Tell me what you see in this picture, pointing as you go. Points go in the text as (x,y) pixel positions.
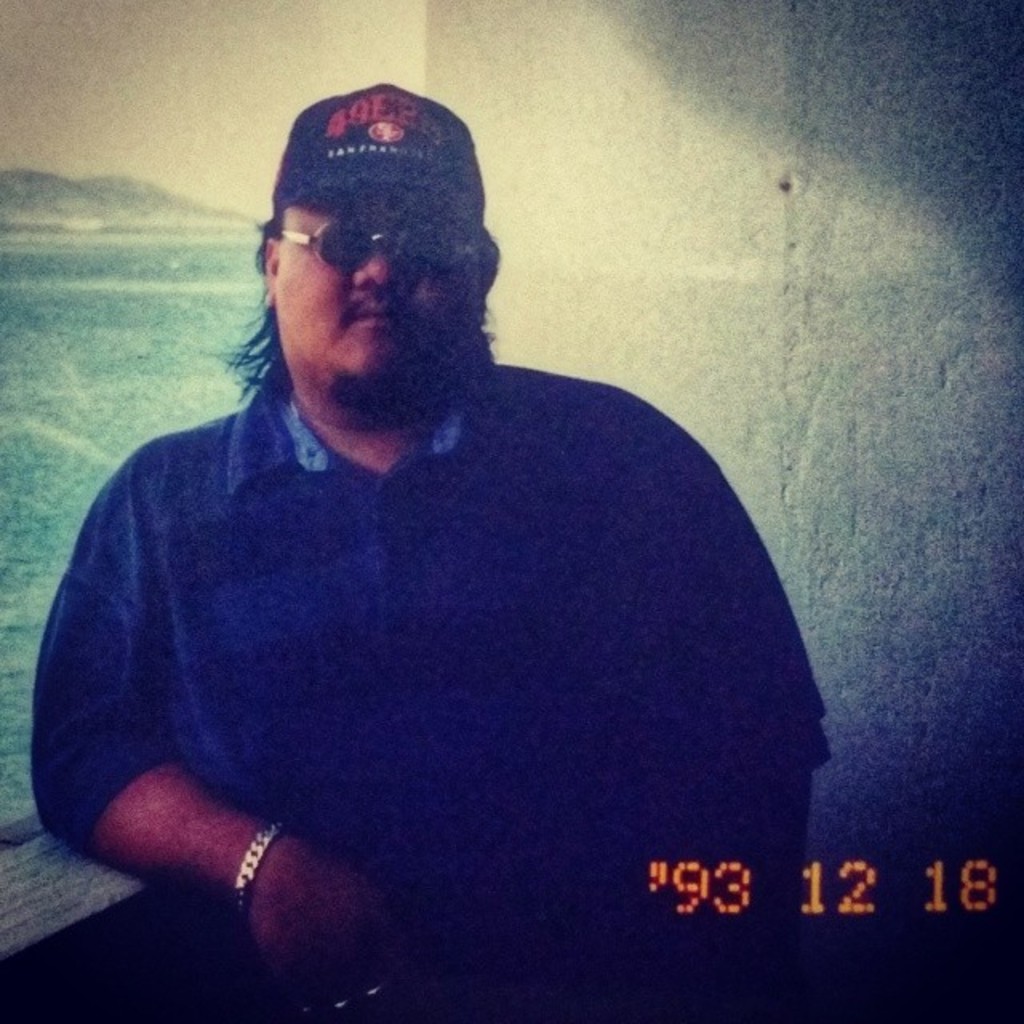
In this image we can see a person (309,575). Behind the person (336,376) we can see a wall (578,249) and the water (176,349). At the top (189,85) we can see the sky (218,91).
